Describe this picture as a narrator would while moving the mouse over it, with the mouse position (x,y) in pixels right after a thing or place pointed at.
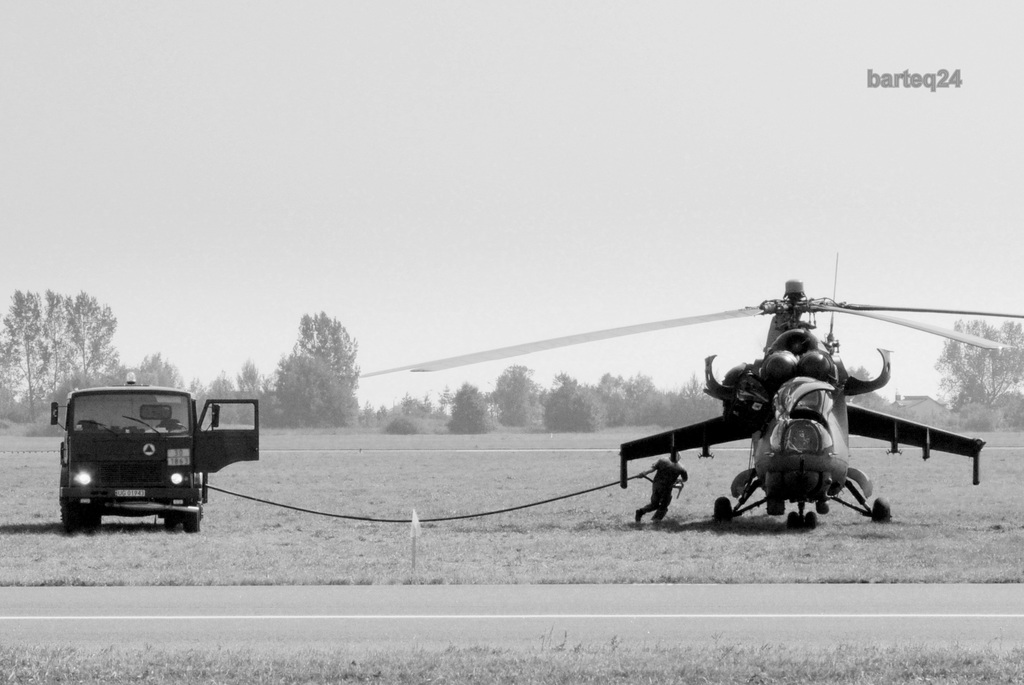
It is a black and white picture. In the center of the image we can see a vehicle (194,487) and a helicopter (799,434). And we can see a person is holding a rope (259,500) which is attached to the vehicle (206,491). At the bottom of the image (317,616), we can see the grass (462,678) and the road (464,631). In the background (392,379), we can see the sky (677,377), trees (557,409) and grass (433,442). At the top right side of the image (894,77), we can see some text (902,77).
